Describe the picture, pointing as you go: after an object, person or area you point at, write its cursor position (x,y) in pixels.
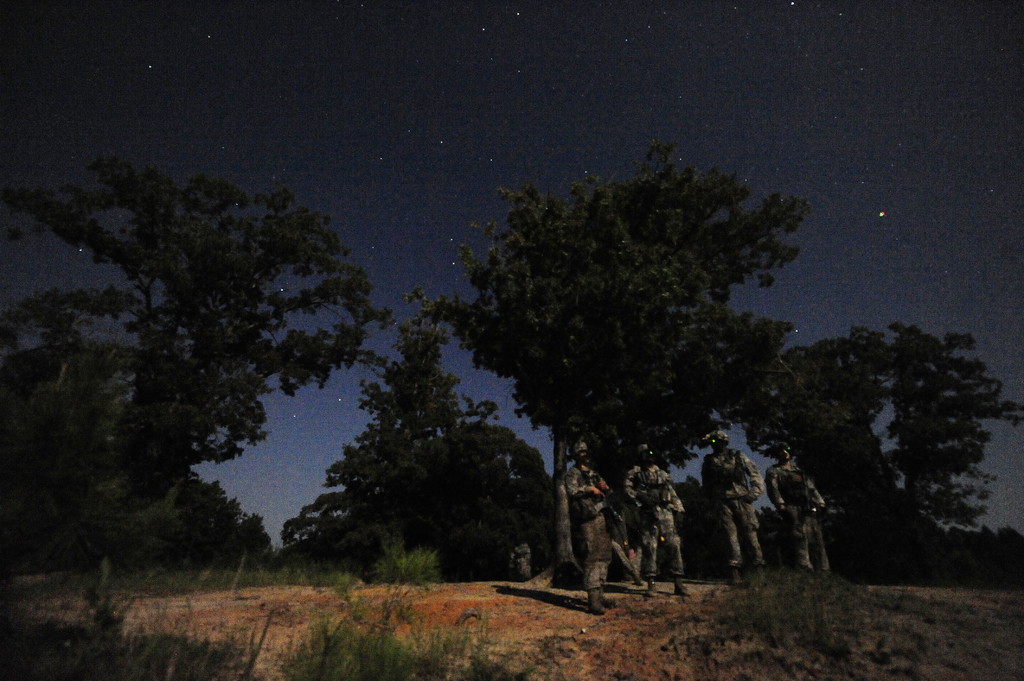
In this picture, we can see a few soldiers (718,488) holding some objects (652,500), we can see the ground (313,621) with grass (179,643), plants (182,657), trees (421,494), and the dark sky (356,170), and stars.
